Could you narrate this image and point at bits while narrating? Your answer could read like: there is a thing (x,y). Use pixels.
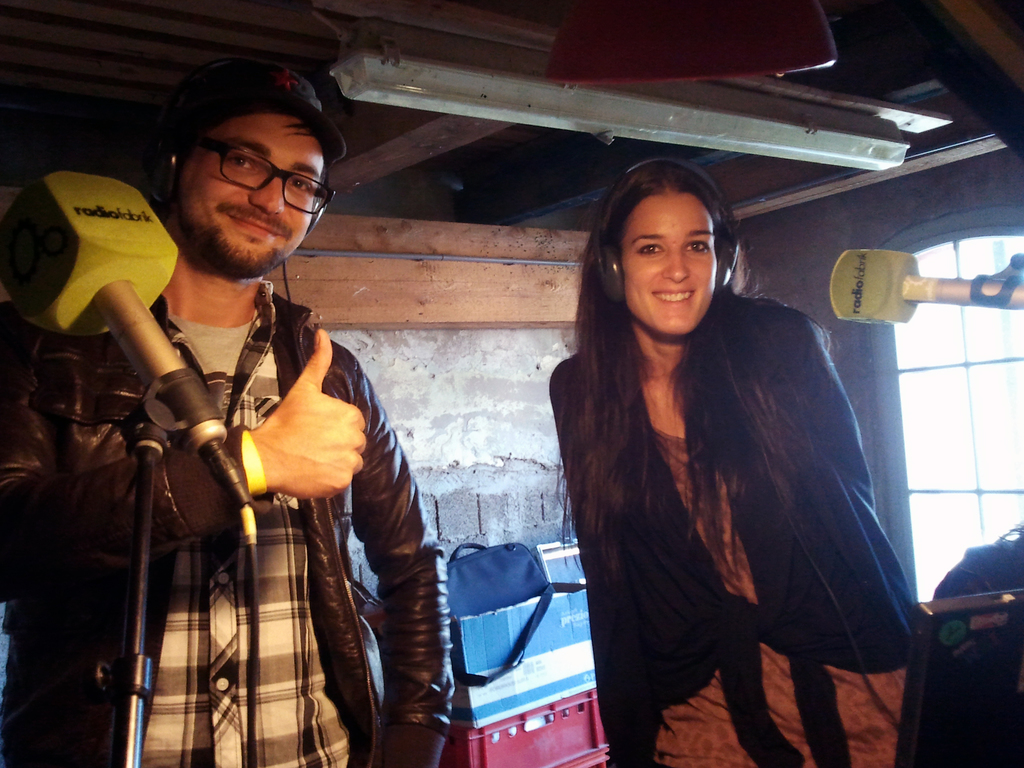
In the picture I can see a man (62,539) and a woman (701,493) are standing and smiling. Both of them are wearing headphones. In the background (418,254) I can see a wall (750,219), a window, a tube light (608,113) attached to the ceiling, microphones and some other objects (568,566).
